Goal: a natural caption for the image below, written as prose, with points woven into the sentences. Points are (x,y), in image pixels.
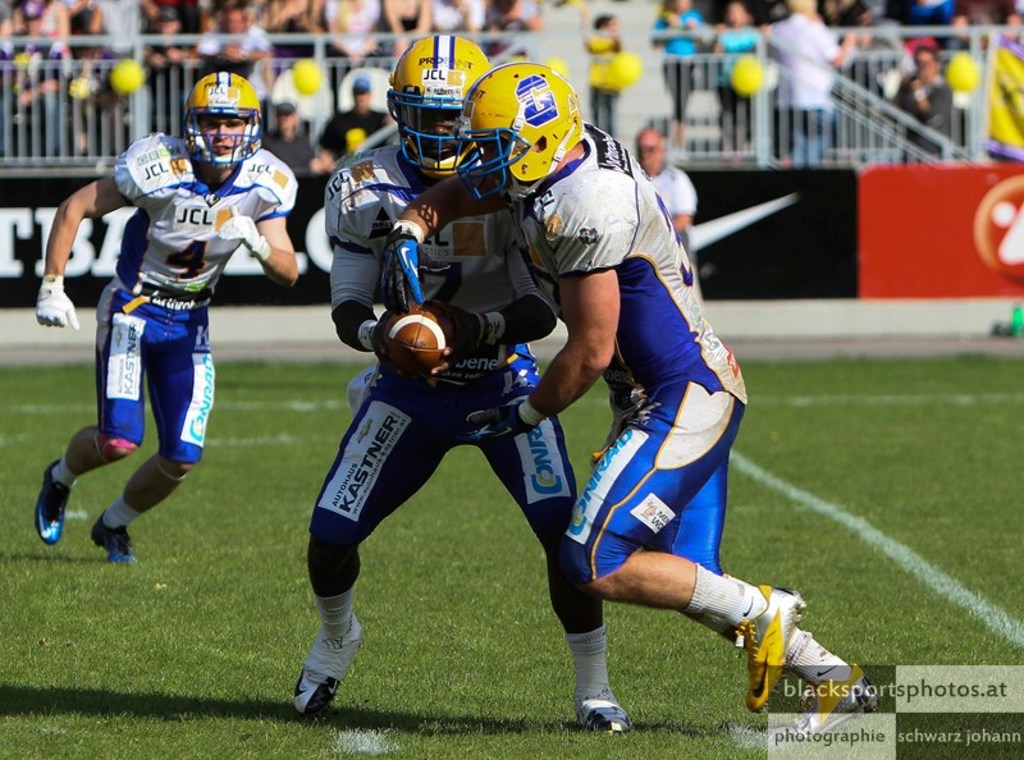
In the center of the image (350,270) we can see three persons (539,383) are running and they are in the same costumes (562,215) and they are wearing helmets (463,160). Among them, we can see one person (527,303) is holding a ball (435,330). At the bottom right side of the image (879,705), there is a watermark (876,670). In the background (656,165), we can see banners (756,260), fences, few people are standing, few people (413,8) are holding some objects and a few other objects (1006,326). On the banners (875,272), we can see some text (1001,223).
